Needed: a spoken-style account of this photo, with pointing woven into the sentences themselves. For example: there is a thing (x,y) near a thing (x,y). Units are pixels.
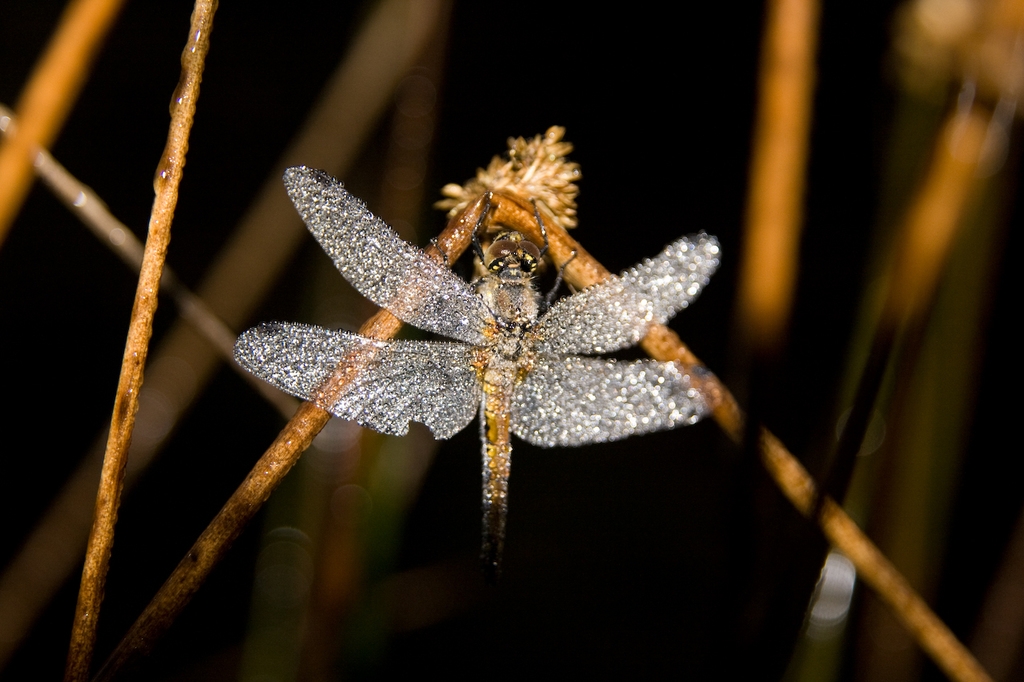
In the center of the image (508,309) we can see a dragonfly (545,236) on the objects (526,216), which looks like sticks (466,212). On the left side of the image (157,273) we can see one more stick (145,315). In the background (392,185), we can see it is blurred.
